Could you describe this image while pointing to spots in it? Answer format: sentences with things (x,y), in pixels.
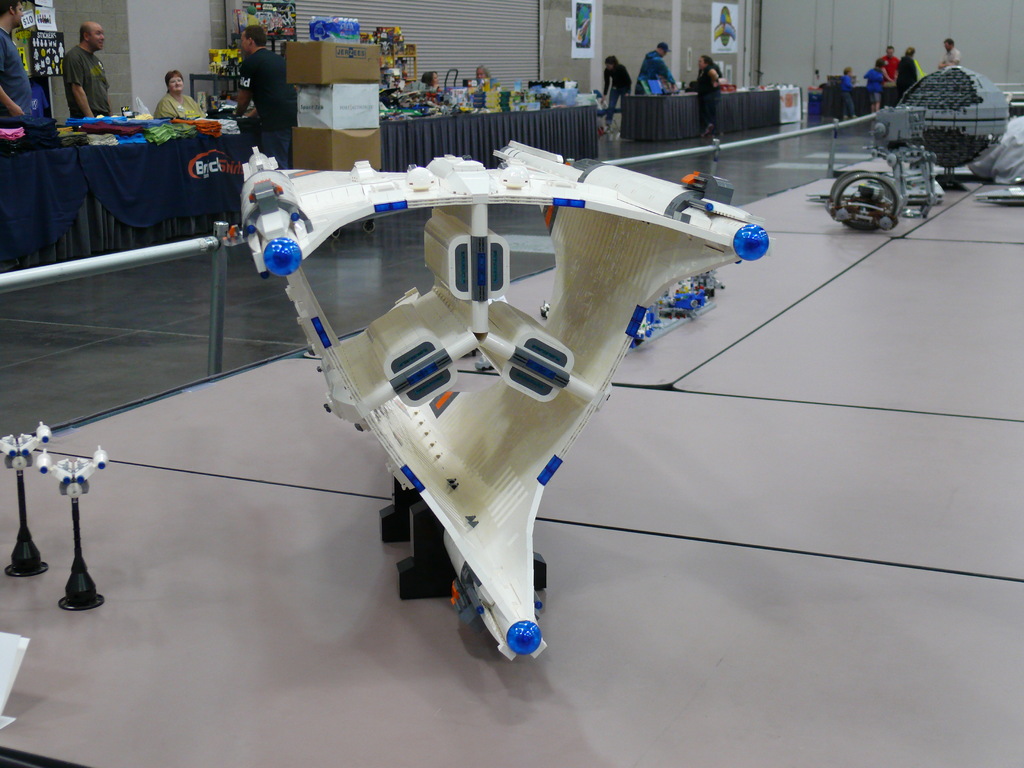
In this picture I can see there are few objects (461,232) placed on the table (30,686) and on to left (136,166) there is a table (18,183) and there are few people (288,110) standing and they are selling few objects (570,82), toys (544,90) and there is a wall (623,47) in the backdrop (837,45).
